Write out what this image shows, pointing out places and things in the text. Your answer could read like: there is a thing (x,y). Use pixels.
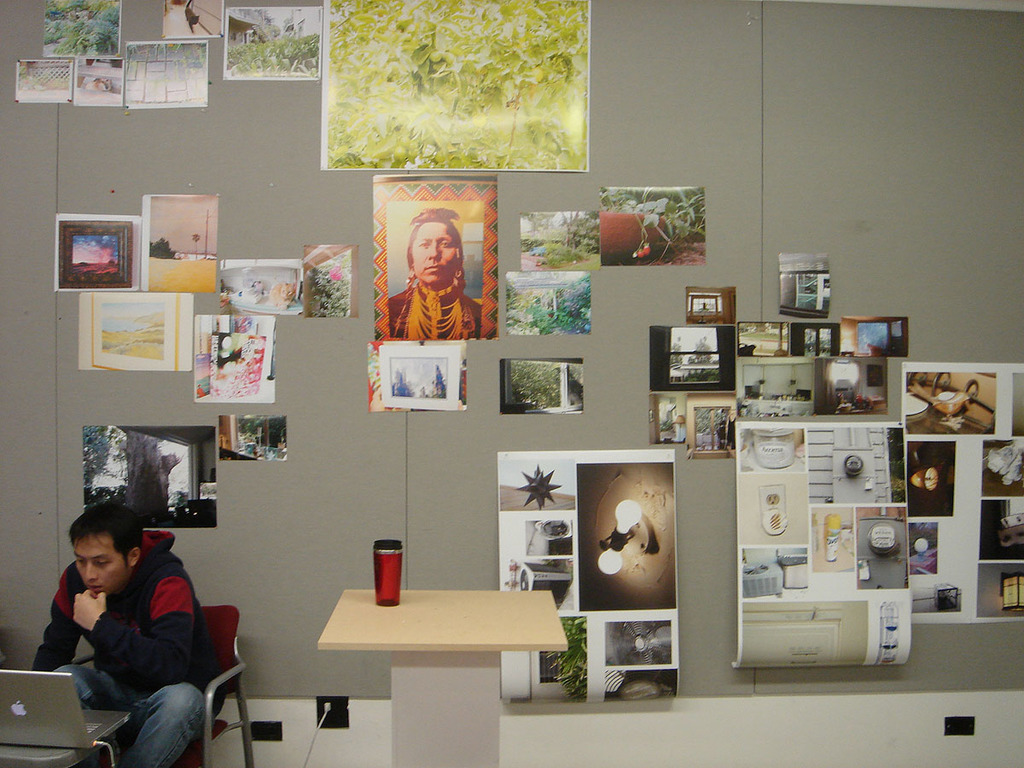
On the left side of the image (152,596) there is a person (121,552) sitting on the chair (211,739). In front of him there is a table (60,751). On top of it there is a laptop (90,716). Beside him there is another table (418,645). On top of it there is a bottle (392,596). In the background of the image (481,202) there are posters (568,328) attached to the wall (680,664).
